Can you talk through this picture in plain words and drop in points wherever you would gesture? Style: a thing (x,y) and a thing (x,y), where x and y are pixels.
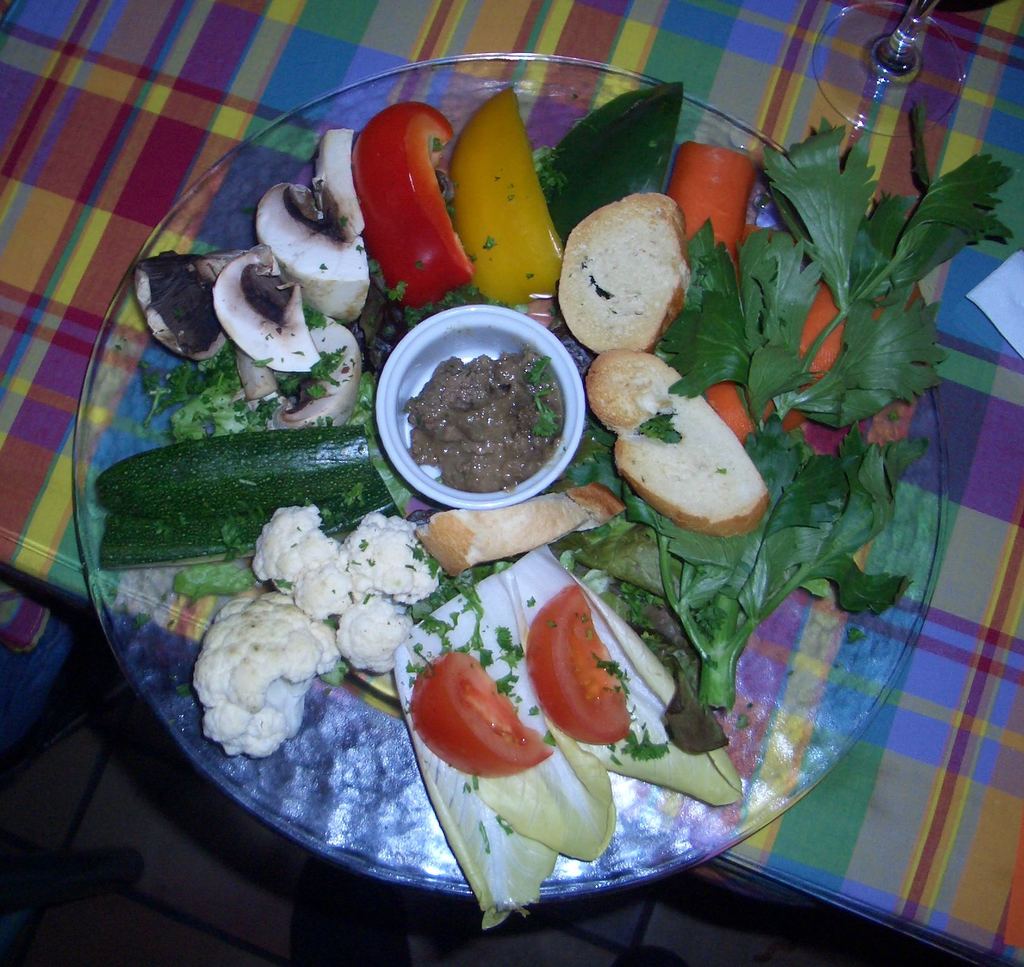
There is a plate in the center of the image (363,359) on a table (41,427), in which there are vegetable (411,600) like tomato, cucumber (300,496), cabbage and other items (641,451), there is a glass (938,111) and tissue (976,304) on the table (1003,18).
